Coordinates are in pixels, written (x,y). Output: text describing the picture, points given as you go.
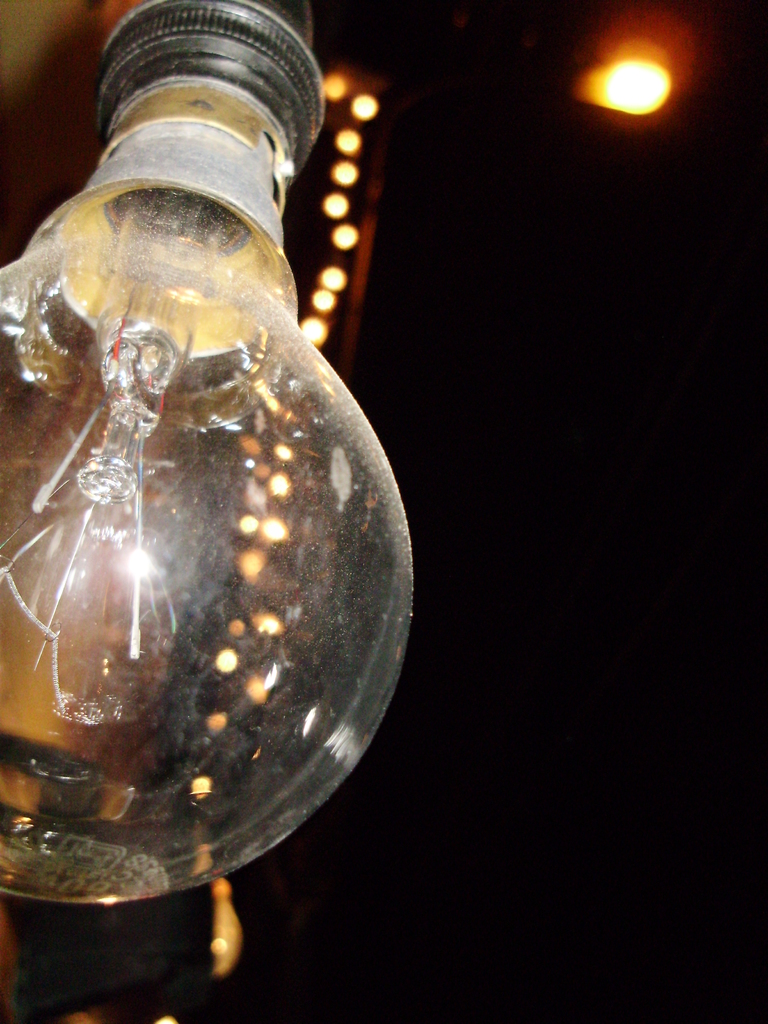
In this image I can see a bulb (168,307) and in the background (215,915) I can see few lights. I can also see this image is little bit in dark from background (540,294).
